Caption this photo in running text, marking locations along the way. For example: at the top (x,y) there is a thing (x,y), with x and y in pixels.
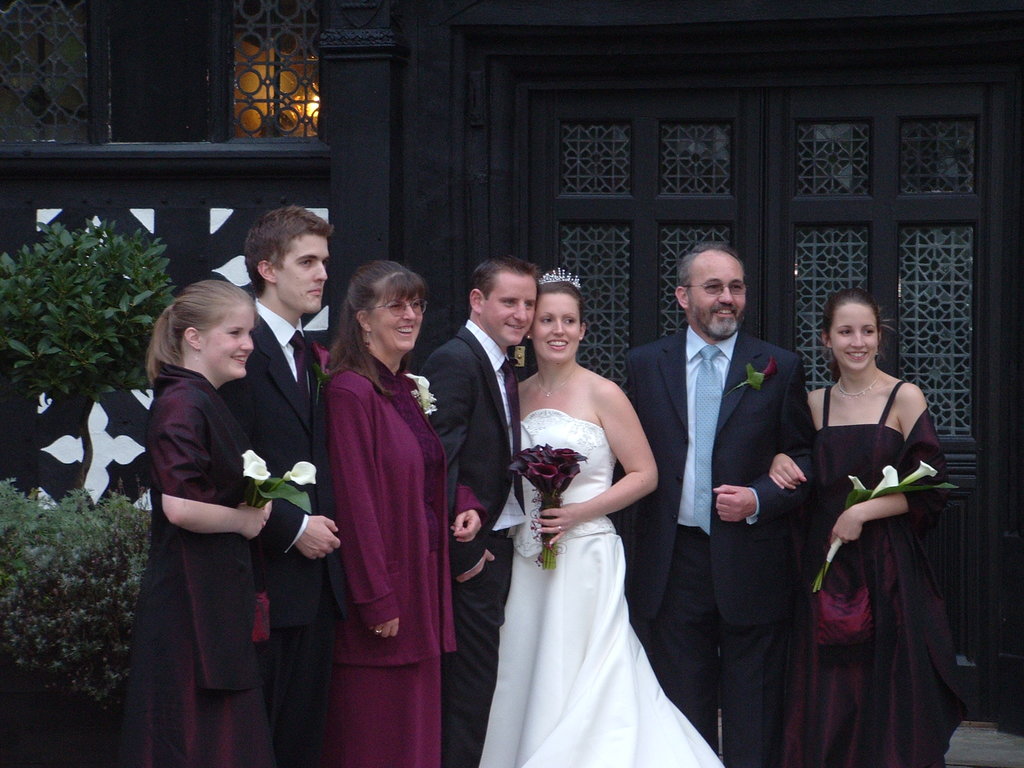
In this image we can see there are a few people (612,482) standing and few (513,601) are holding flowers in their hand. In the background (535,164) there is a building (398,203), in front of the building (36,401) there are trees (90,321).
